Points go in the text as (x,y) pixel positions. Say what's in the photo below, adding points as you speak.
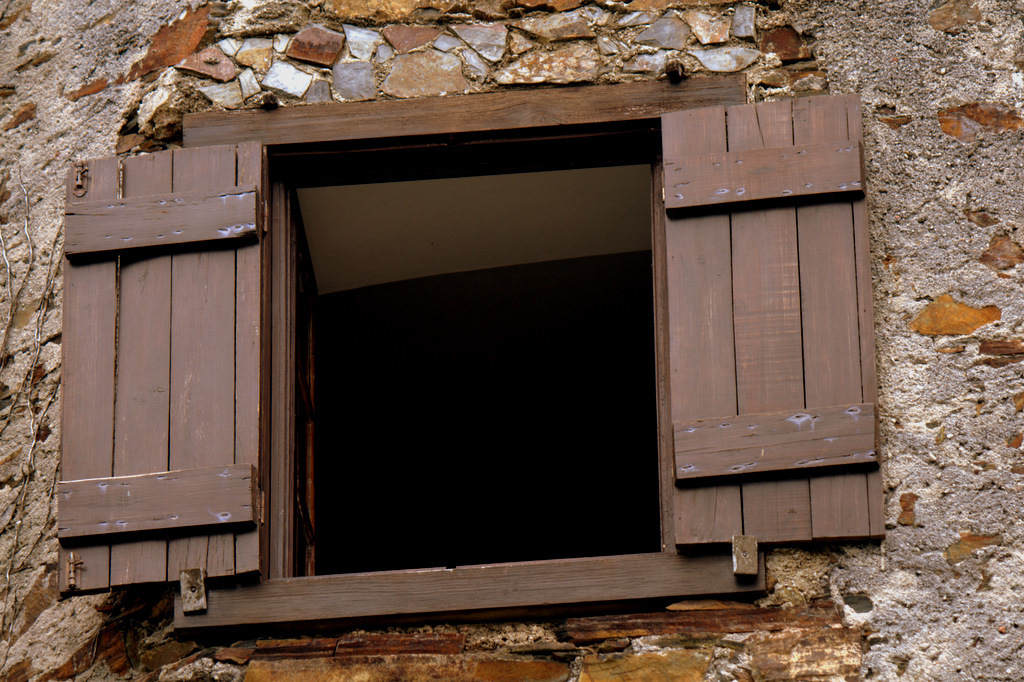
In this image we can see one wall (801,56) and one brown color wooden window (769,357) with doors (769,237).
